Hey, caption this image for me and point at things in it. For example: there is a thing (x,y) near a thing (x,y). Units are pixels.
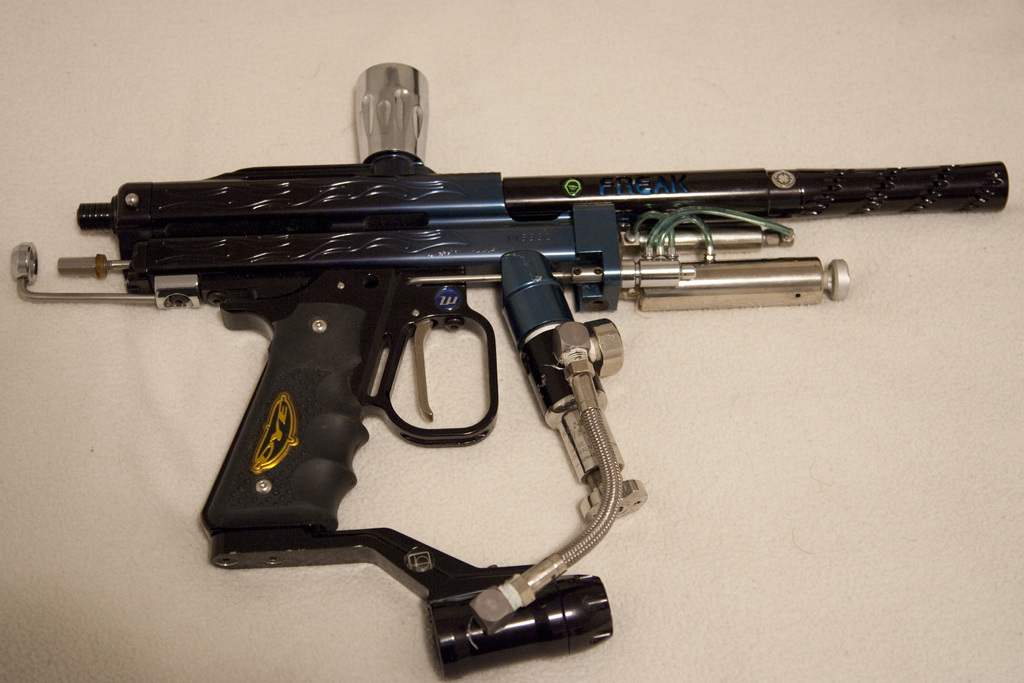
This is the picture of a gun (294,264) which is in blue, black and silver color.
